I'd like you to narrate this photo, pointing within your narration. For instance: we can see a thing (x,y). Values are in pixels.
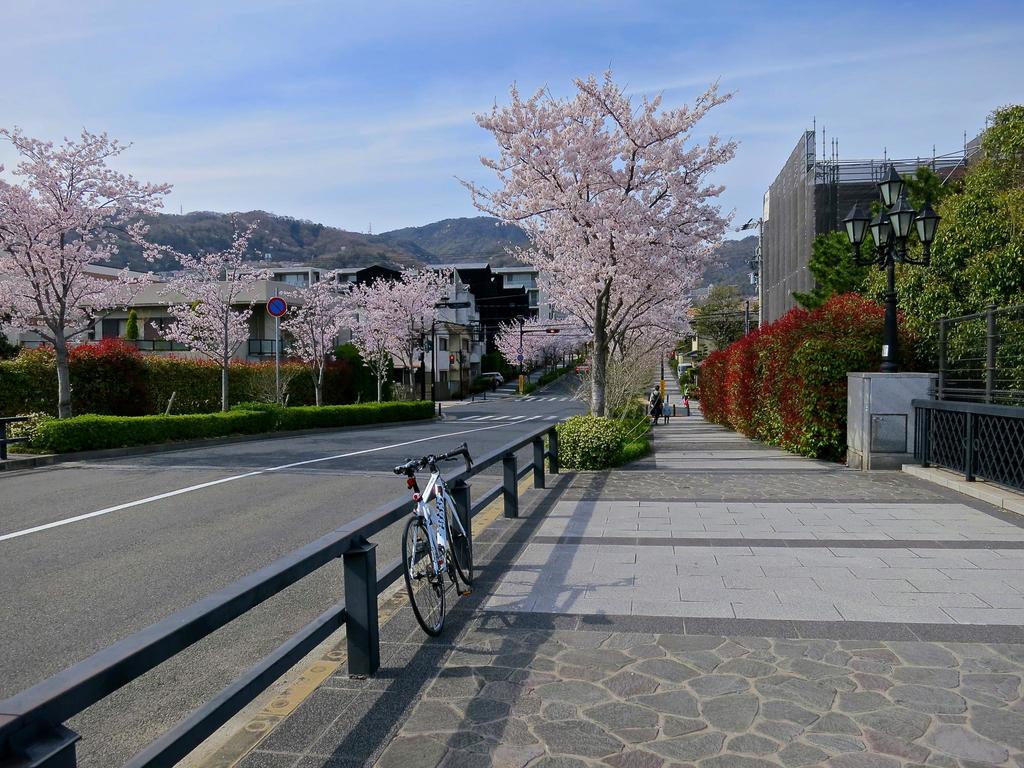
In this picture there buildings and trees (952,312) and street lights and there are boards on the poles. On the right side of the image (932,441) there is a person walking on the footpath (666,451) and there is a bicycle (463,564) and there is a railing (92,678). At the back (287,234) there are mountains (294,246). At the top (291,65) there is sky (386,94) and there are clouds (172,203). At the bottom (188,605) there is a road (222,496).
